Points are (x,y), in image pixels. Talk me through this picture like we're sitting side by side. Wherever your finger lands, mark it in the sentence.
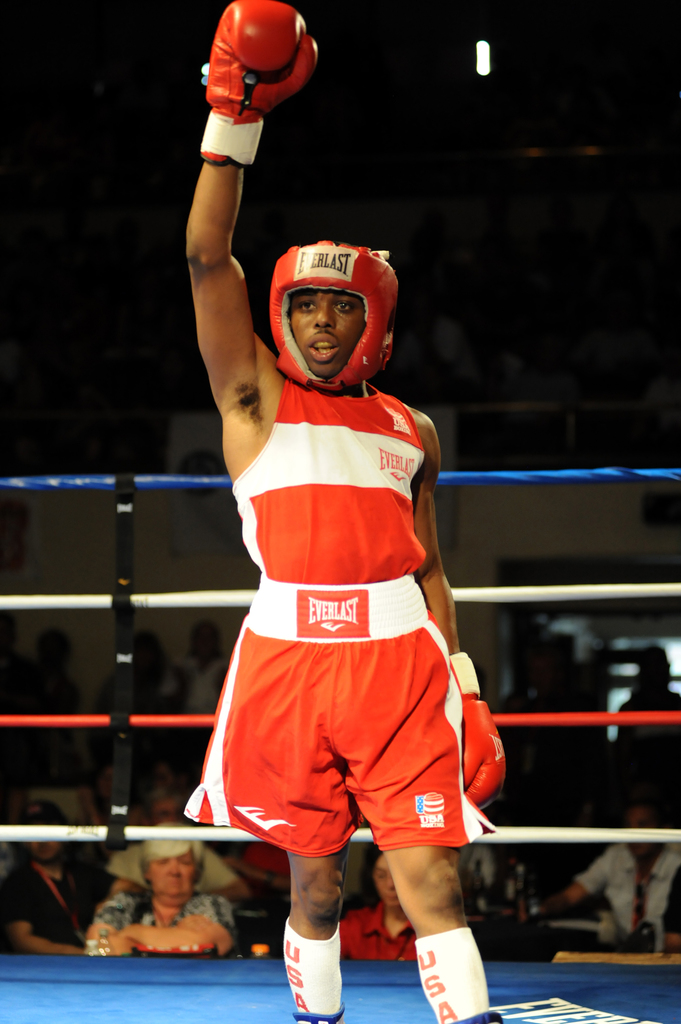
In the picture I can see a man (206,307) standing in the battle ring (516,691). He is wearing the boxing dress (398,568), boxing helmet (367,345) and gloves (500,777). In the background (572,766), I can see the spectators (383,856).
